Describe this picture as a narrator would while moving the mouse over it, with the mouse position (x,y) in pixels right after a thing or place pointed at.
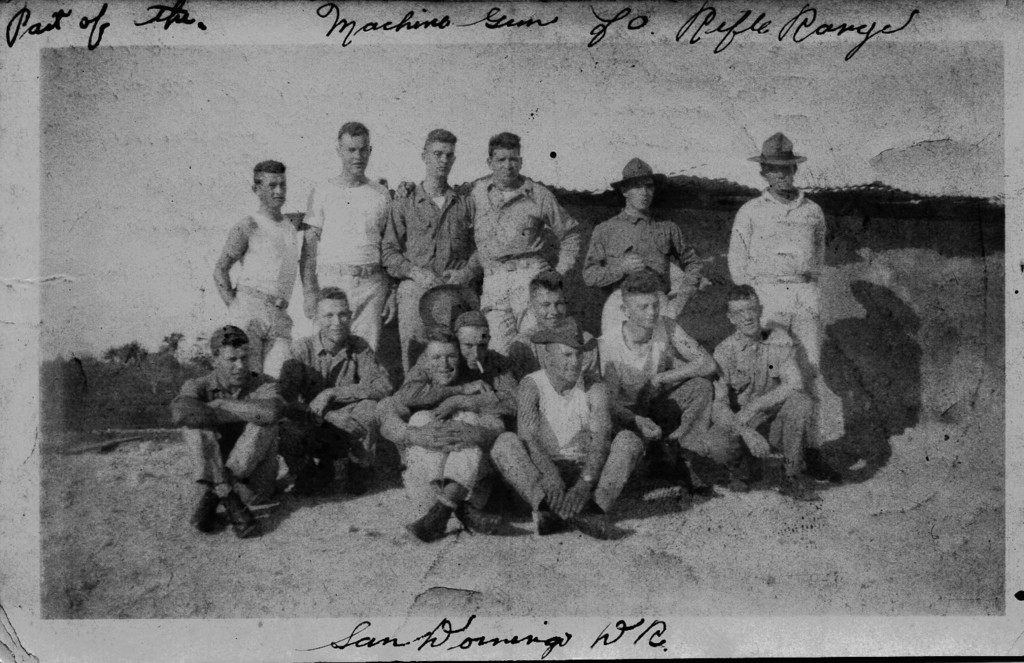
It's a black and white image, in this few people (717,415) are sitting few of them are standing and wearing the hats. On the left side (110,394) there are trees (124,392) at the top (294,118) it is the sky (306,135).
